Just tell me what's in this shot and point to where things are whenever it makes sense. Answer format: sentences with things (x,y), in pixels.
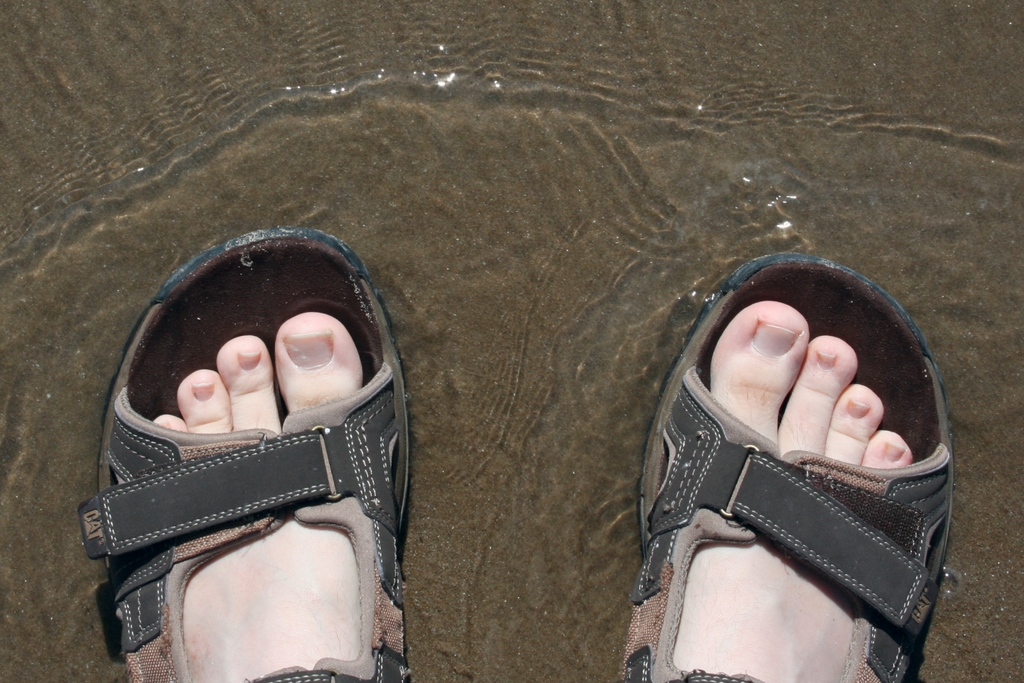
In this image I can see a person (785,618) standing in the water (408,641), wearing sandals (732,435).
